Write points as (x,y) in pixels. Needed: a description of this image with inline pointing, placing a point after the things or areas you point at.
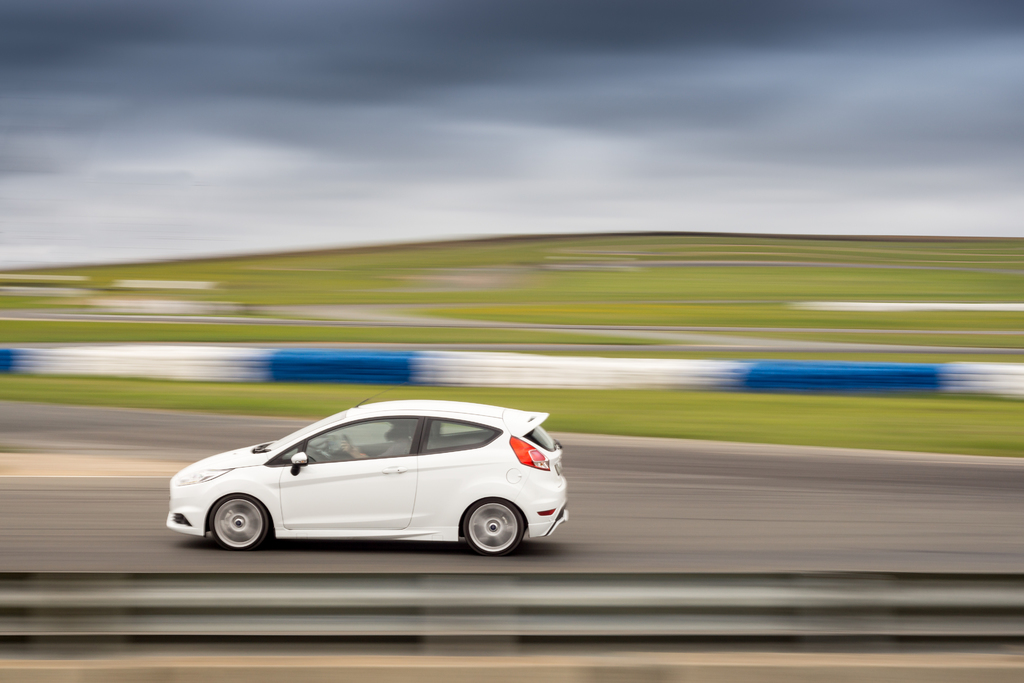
In the center of the image (363,447) we can see car (342,480) on the road (223,560). In the background (491,369) we can see fencing (616,365), grass (578,306), sky (414,203) and clouds (383,119).
